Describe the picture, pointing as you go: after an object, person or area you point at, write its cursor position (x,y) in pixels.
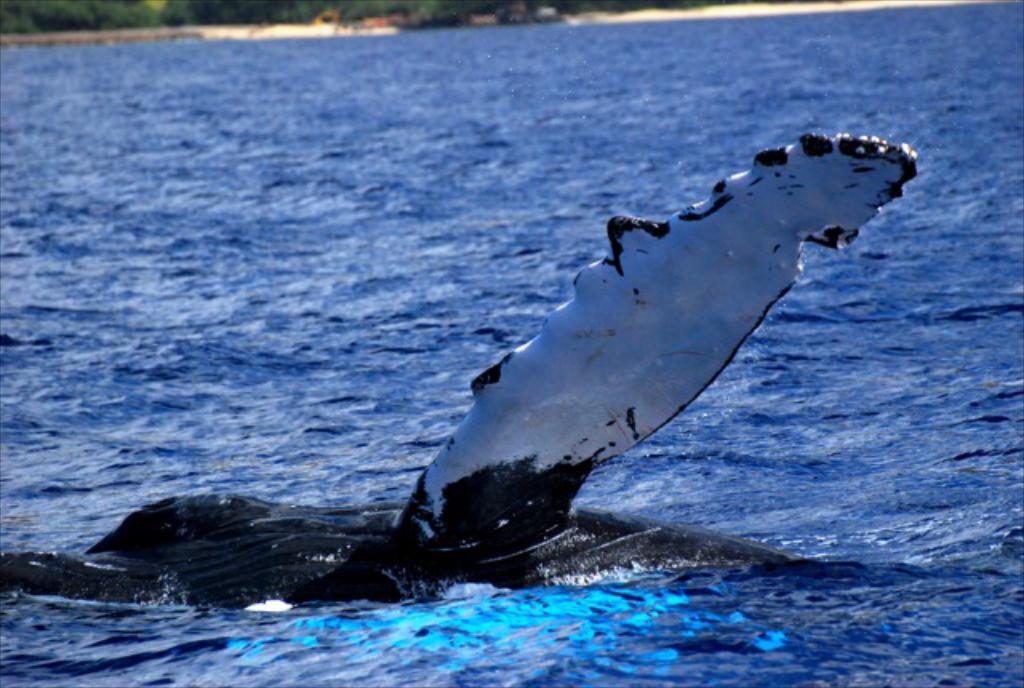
In this image I can see an object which is in white and black color in the water (590,173) and the water (399,120) is in blue color. Background (227,5) the trees (206,22) are in green color.
